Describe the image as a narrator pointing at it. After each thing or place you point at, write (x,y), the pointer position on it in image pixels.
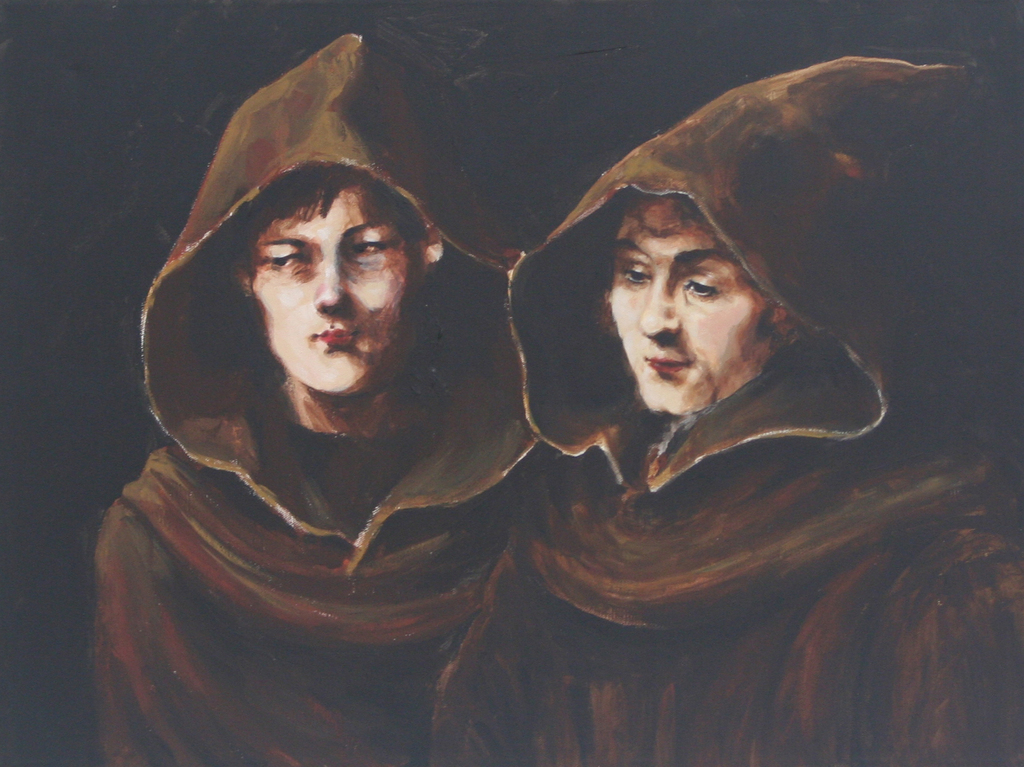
In this picture we can see a painting (456,344) of a person's (398,421).
